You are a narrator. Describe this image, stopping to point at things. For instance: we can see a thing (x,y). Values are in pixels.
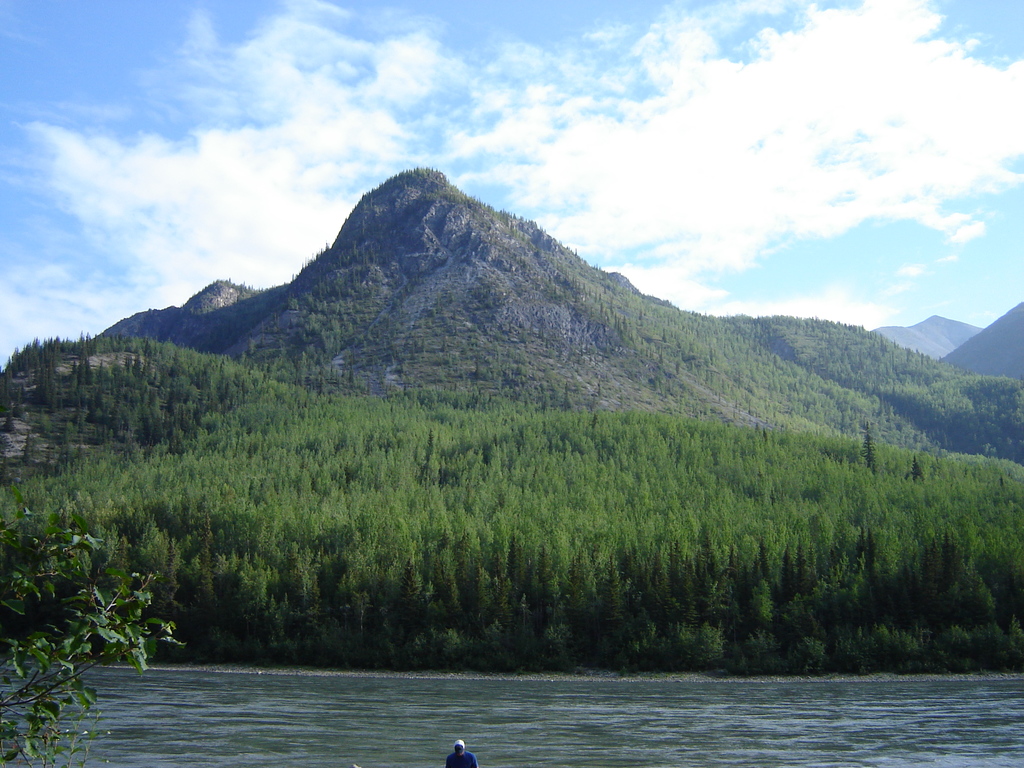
This is an outside view. At the bottom of the image (411,733) there is a river (405,706) and I can see a person (457,751). In the background (490,557) there are some trees (565,554) and hills (429,310). On the top of the image (215,114) I can see the sky (232,98) and clouds (270,152).
